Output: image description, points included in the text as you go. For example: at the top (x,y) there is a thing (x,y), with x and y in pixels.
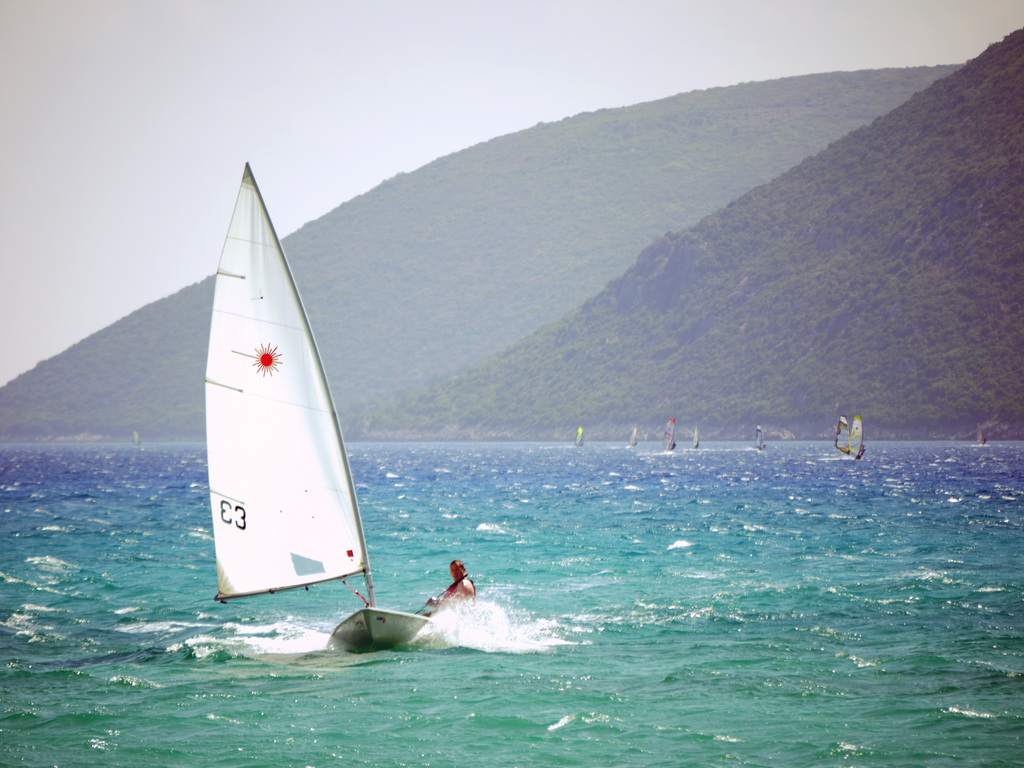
In the front of the image (587,571) I can see water (665,662), boats (860,422) and person (442,602). In the background of the image (601,380) there are mountains (650,106), plants (557,221) and sky (412,127).
